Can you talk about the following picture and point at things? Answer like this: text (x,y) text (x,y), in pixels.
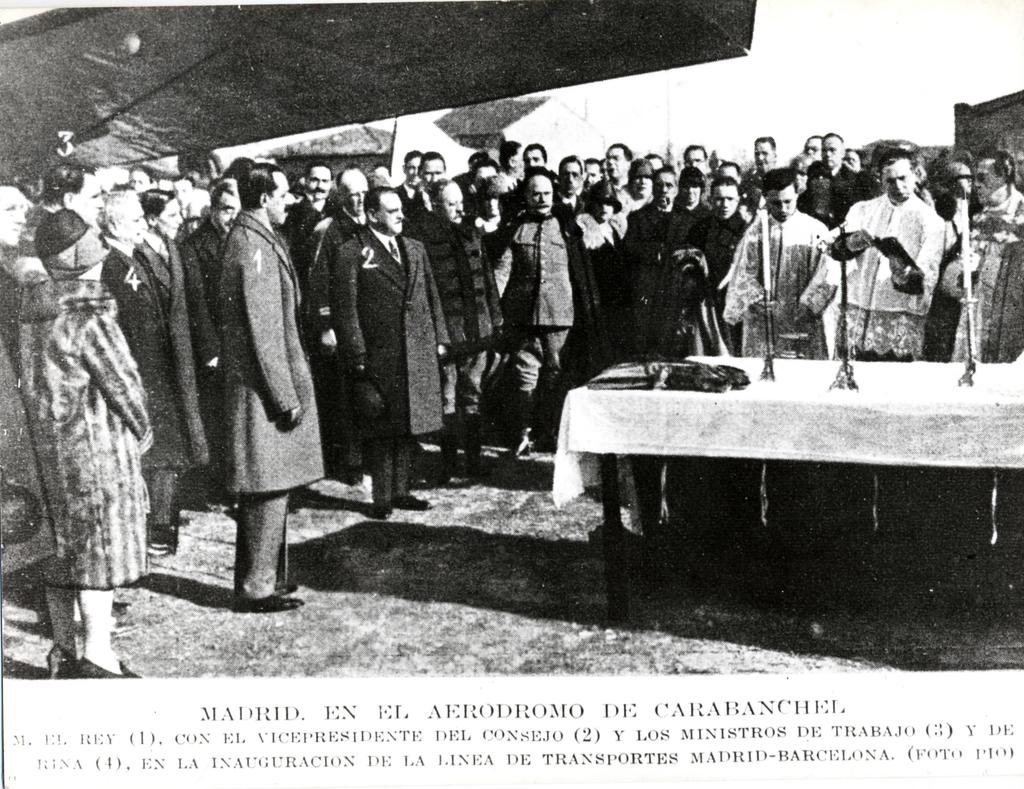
This is a black and white picture. In this picture we can see a few people (971,169) standing on the path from left to right. There are a few objects (765,317) and a white cloth (776,401) on the table (813,414). We can see some text (765,756) at the bottom (326,723).
